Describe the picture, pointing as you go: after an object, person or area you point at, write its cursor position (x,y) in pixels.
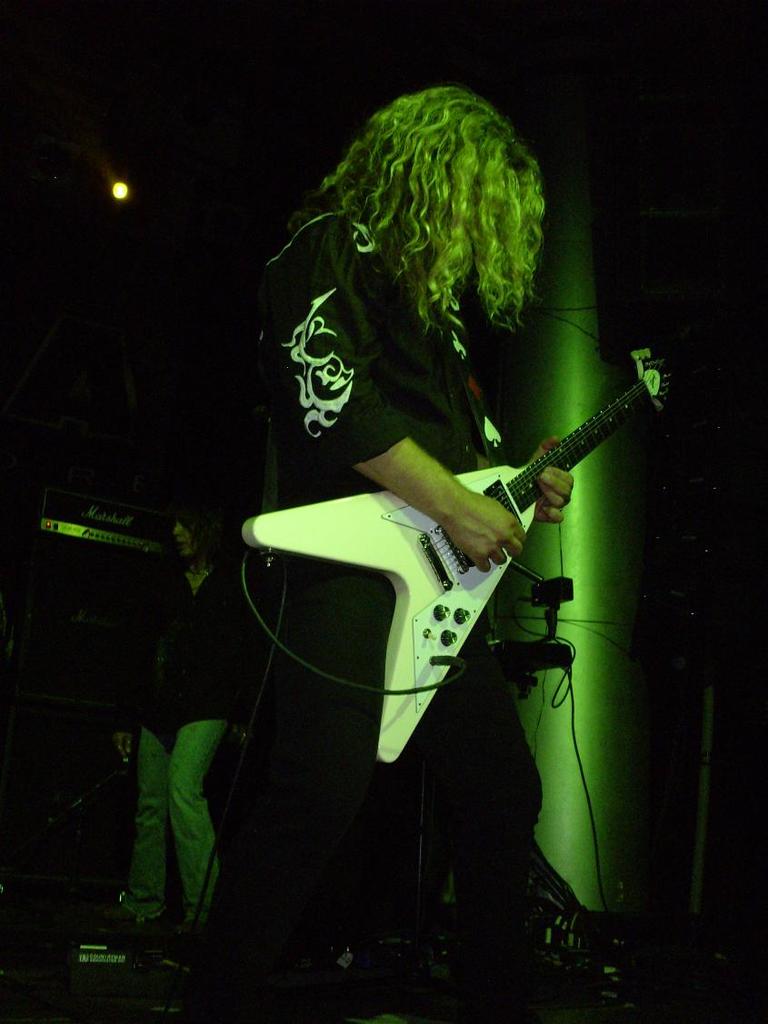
In this image there is a person (354,430) wearing black color shirt (352,440) playing guitar (398,509).
